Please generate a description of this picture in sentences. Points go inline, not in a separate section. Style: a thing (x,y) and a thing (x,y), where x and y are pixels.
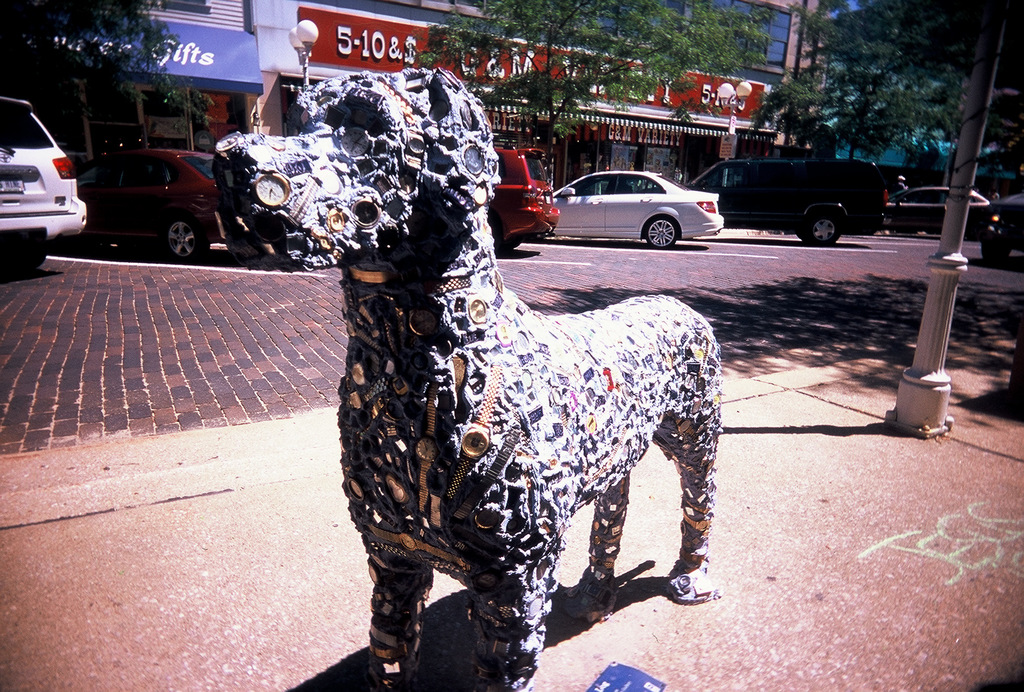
In this picture I can see a statue (474,330) in the middle (435,441), in the background (940,162) there are vehicles (144,166), trees (538,77), boards (500,62) and buildings (260,120).
